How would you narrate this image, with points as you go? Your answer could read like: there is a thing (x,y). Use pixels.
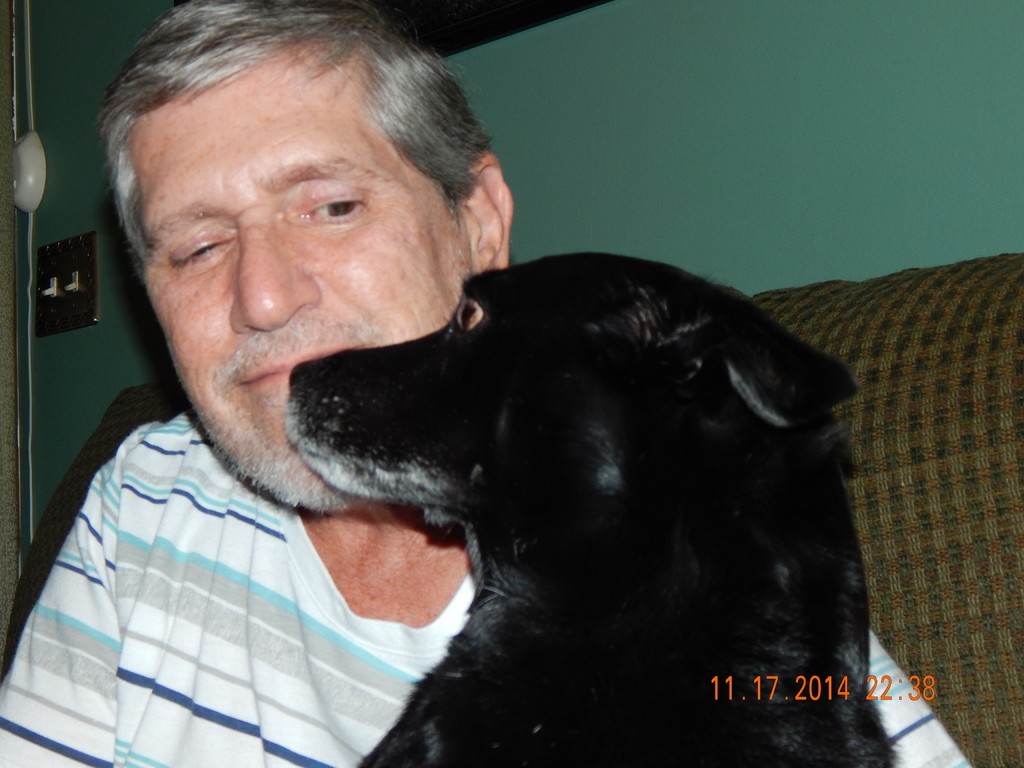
This image is taken indoors. In the background (693,88) there is a wall (125,289) with a switchboard (68,271) on it. In the middle of the image (445,309) a man (247,271) is sitting on the couch (860,392) and there is a dog (505,706) which is black in color.
